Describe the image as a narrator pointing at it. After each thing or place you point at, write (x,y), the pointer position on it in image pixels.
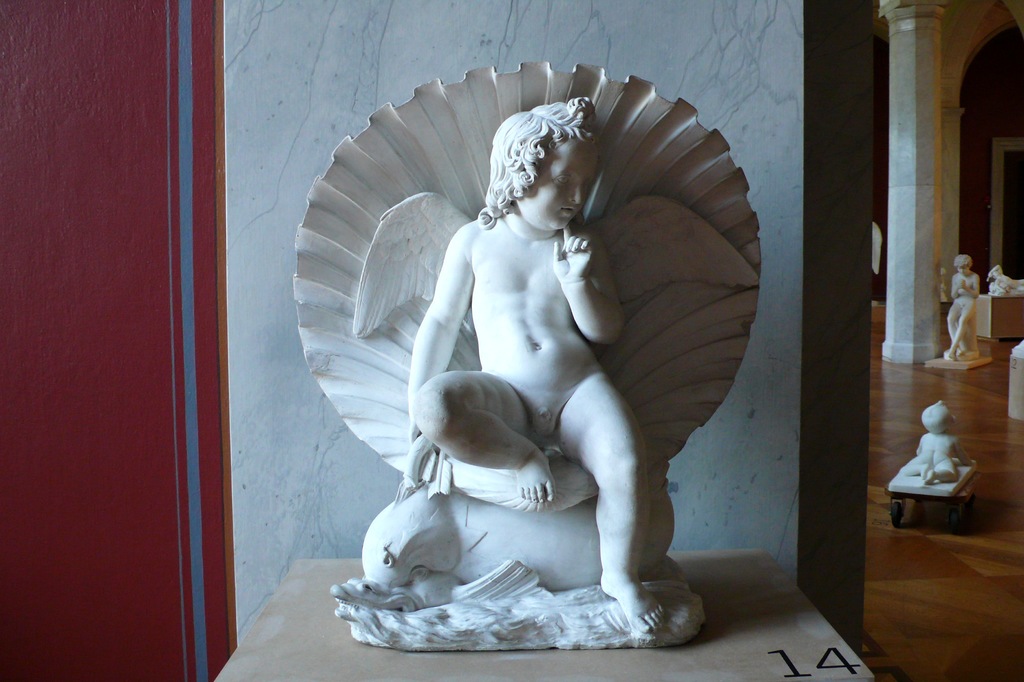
In this image we can see the statues (932,434) on the floor (955,404) and we can see the other statue (548,594) on the table (744,585) near the wall (531,34). We can see there are pillars (919,323) and red color object (141,261).
